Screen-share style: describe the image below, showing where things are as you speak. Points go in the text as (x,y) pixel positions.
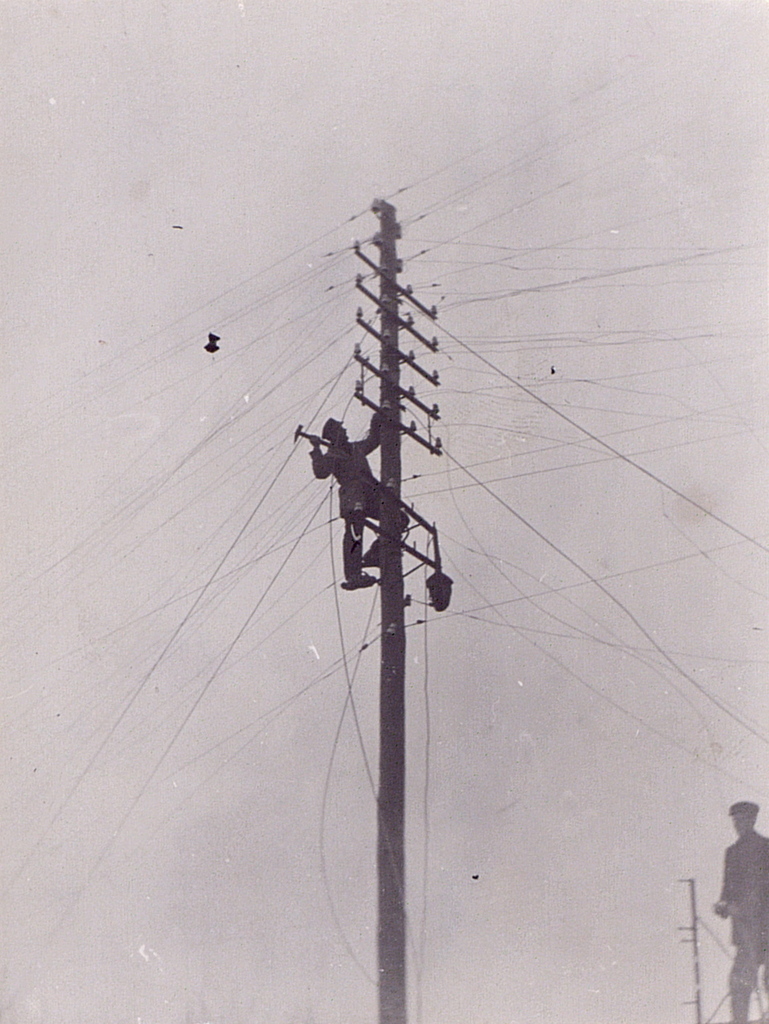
In this image I see 2 men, in which this man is on the pole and I see many wires (626,343) and in the background (690,460) I see the sky (546,91) and I see that this image is edited.
